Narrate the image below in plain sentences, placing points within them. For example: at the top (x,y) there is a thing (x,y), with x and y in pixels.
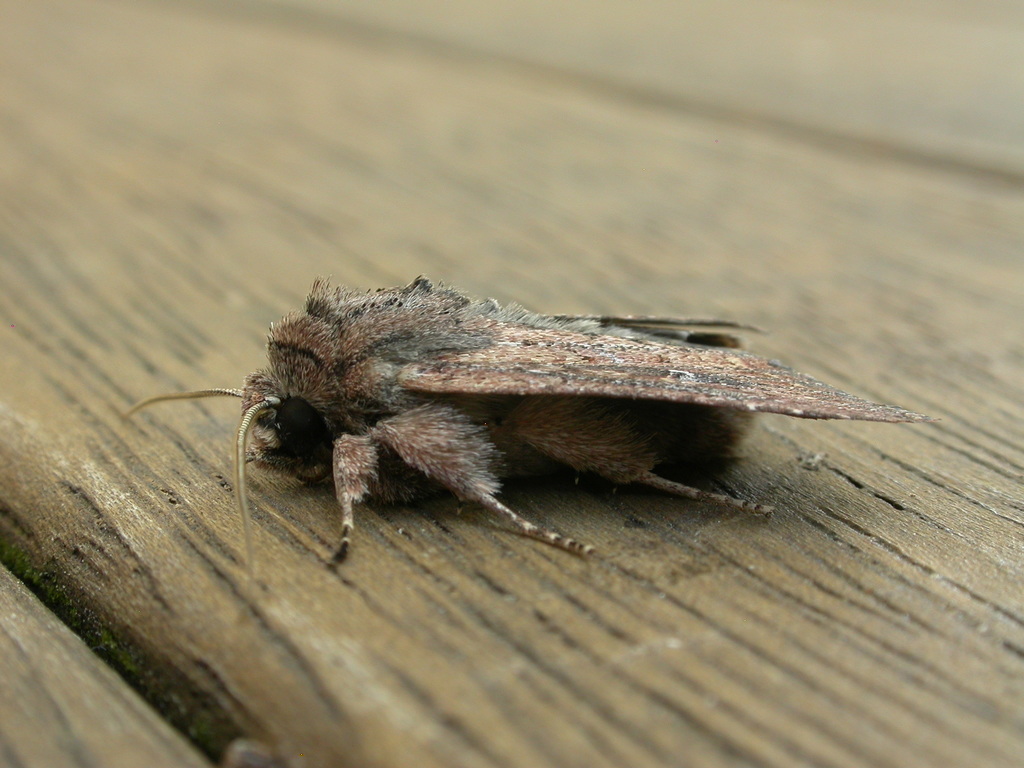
In this picture we can see an insect (467,484) on a platform (837,318).
